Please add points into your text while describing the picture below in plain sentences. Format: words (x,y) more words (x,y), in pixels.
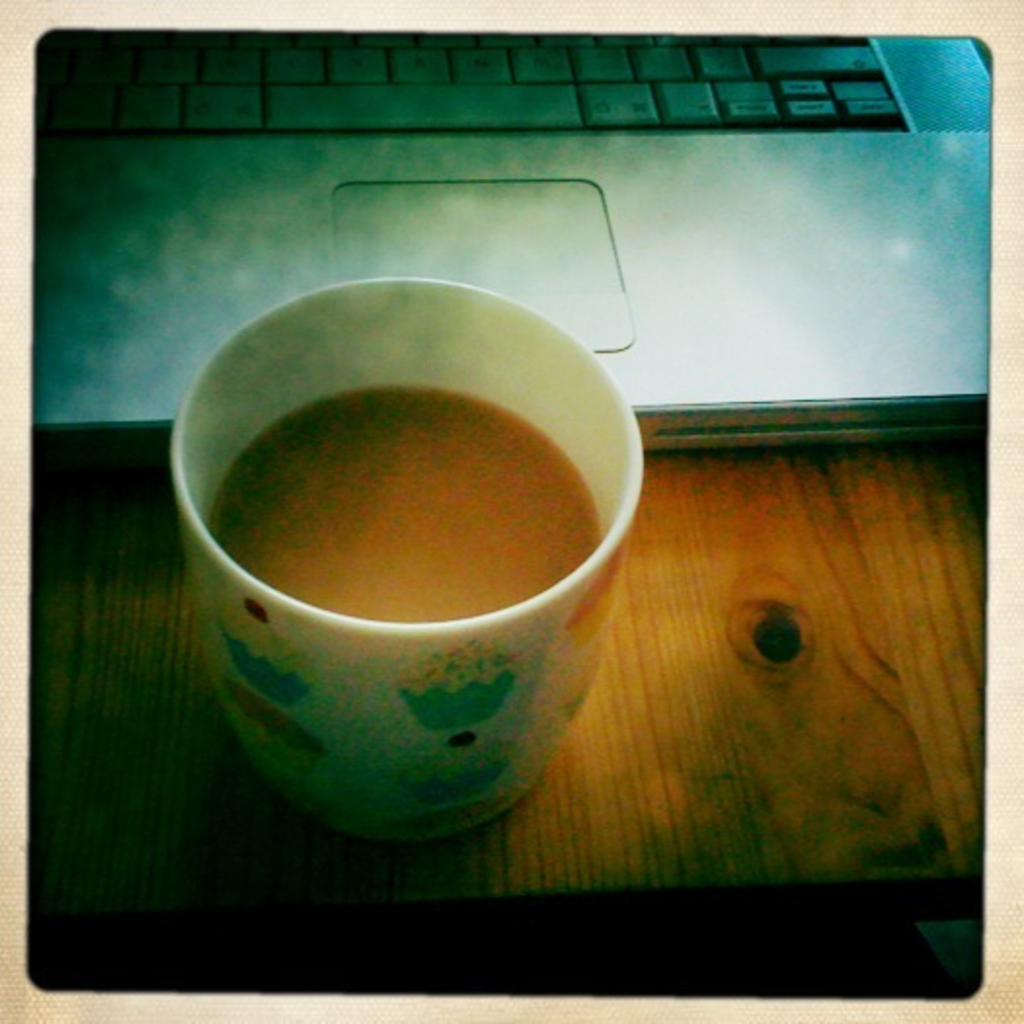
There is a white color cup (495,645) with some tea (520,492) and there is a laptop (652,362) kept on a wooden table (721,638) as we can see in the middle of this image (679,534).
